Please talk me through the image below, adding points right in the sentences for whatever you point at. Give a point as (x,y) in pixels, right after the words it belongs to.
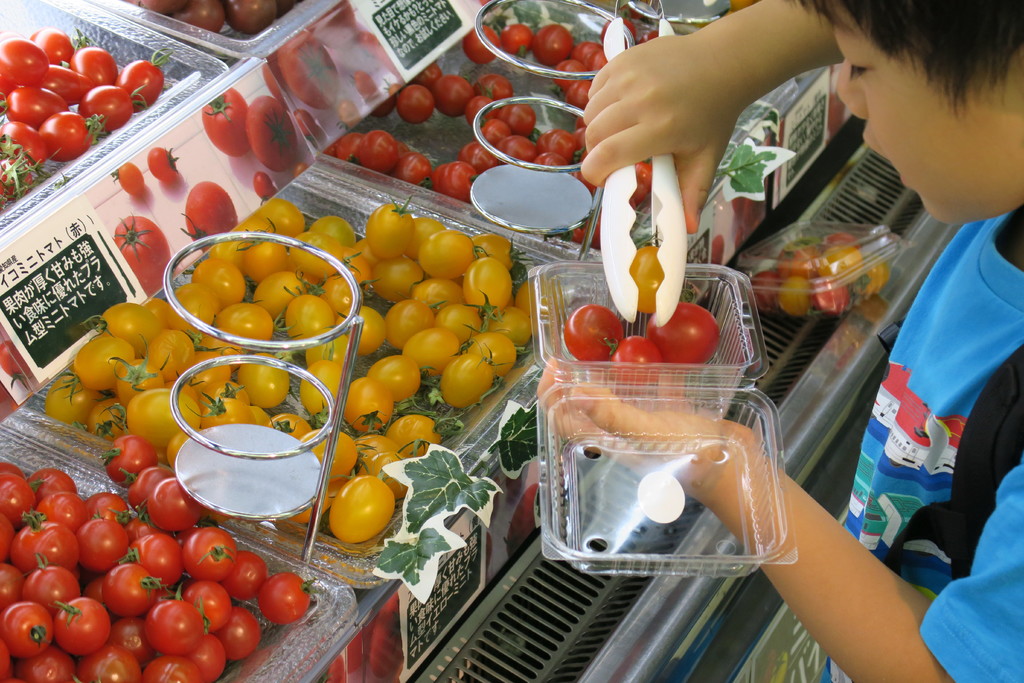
In this picture there is a boy (928,408) who is wearing t-shirt (979,550) and holding plastic box (638,465) and spoons (662,222). He is filling the box (631,330) with tomatoes (692,312). In this left (162,405) we can see red and yellow tomatoes (400,304) in the rack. Here we can see posters (141,258).
